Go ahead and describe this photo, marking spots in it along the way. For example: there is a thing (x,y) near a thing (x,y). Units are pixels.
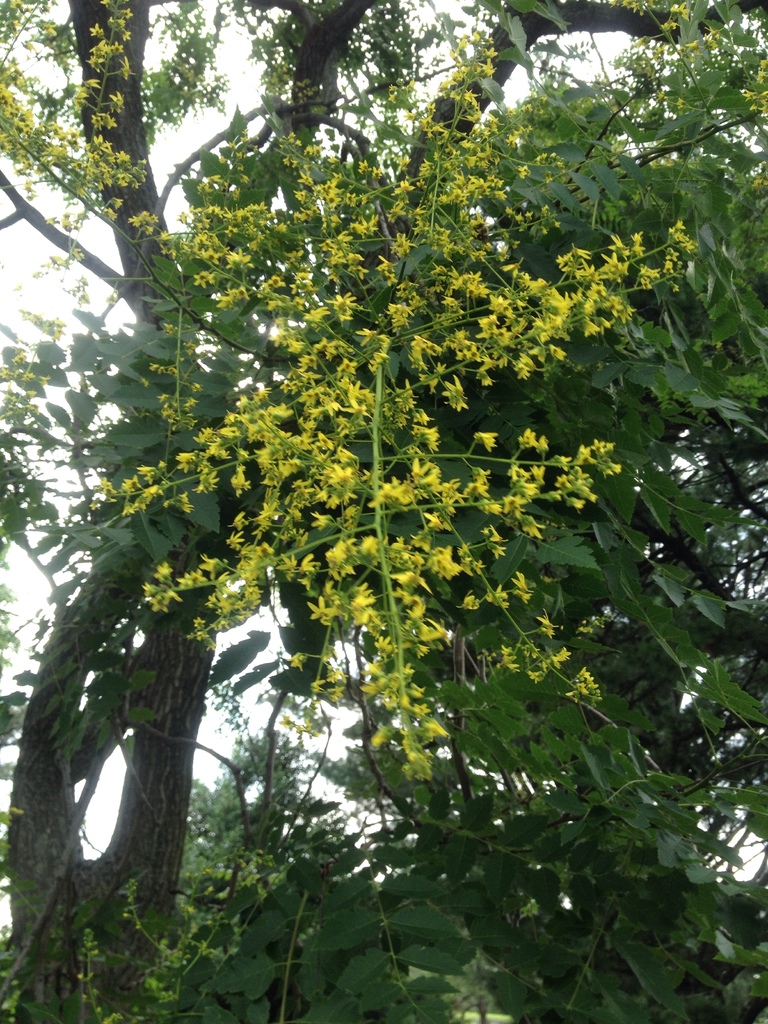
In the picture we can see a tree (725,655) with leaves (214,170) and some parts of the sky (8,309) from the leaves (33,1018).
